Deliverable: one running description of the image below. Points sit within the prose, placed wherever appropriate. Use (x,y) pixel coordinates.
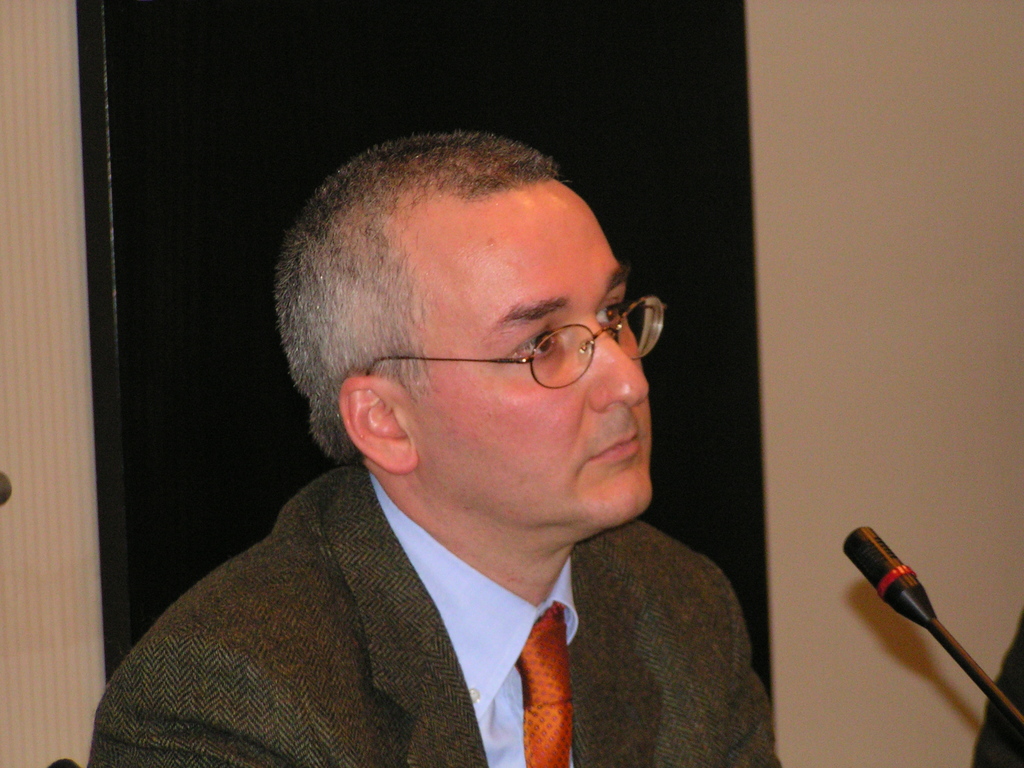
In this image I can see a person (287,660) wearing brown blazer (327,636), light blue shirt (508,645) and orange color tie (517,665), in front (982,678) I can see a microphone (1013,716). Background (249,29) I can see wall (342,138) in black and cream color.
